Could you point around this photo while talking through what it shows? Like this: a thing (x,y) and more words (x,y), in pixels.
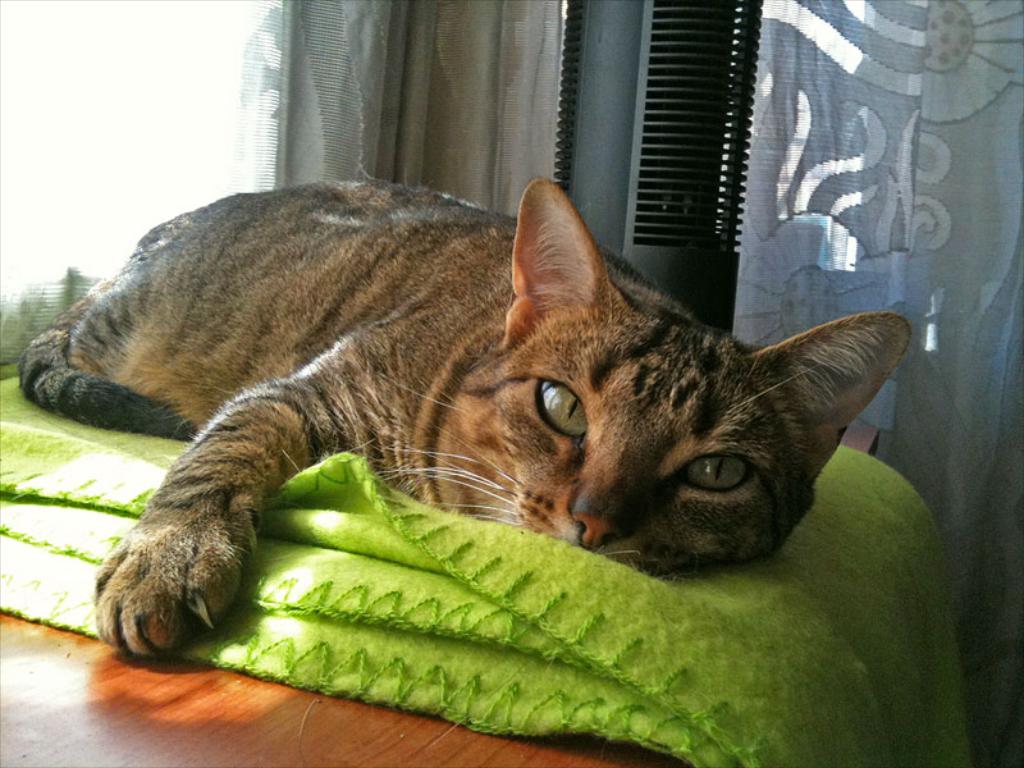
At the bottom of the image (252,739) we can see a table (248,722). On the table (248,722) we can see a cloth (381,652). In the center of the image (534,452) we can see a cat (397,424) is lying on a cloth (346,514). In the background of the image (1017,409) we can see the curtain (453,112), window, wall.
